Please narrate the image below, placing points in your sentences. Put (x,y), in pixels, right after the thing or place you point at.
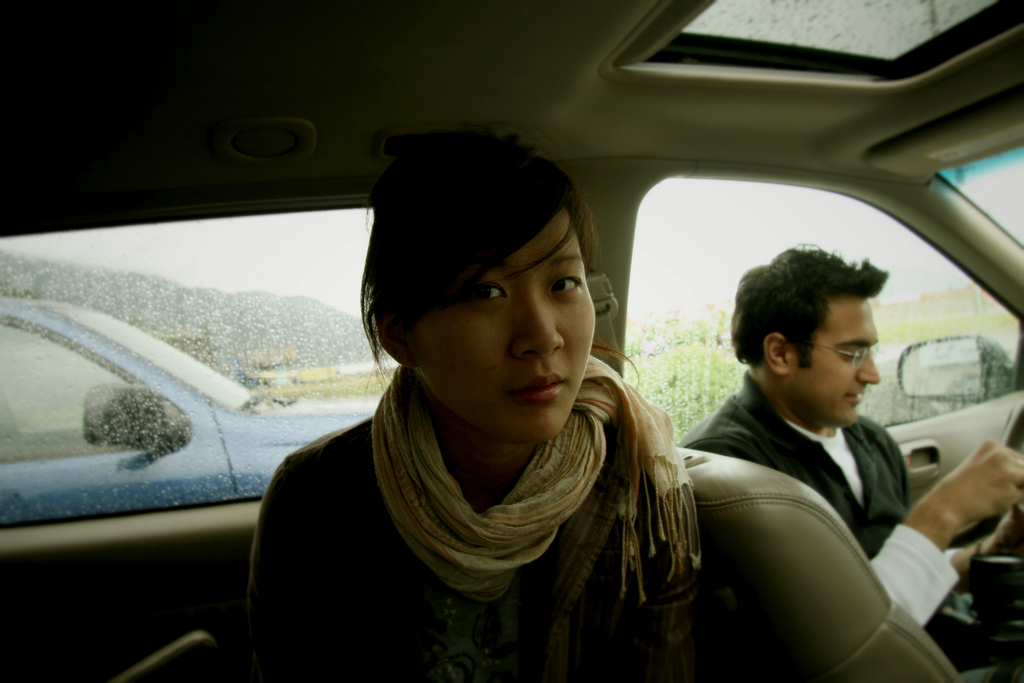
In the picture we can see a woman (568,353) sitting in a car (623,301) and a man (854,293) sitting on another seat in a car (187,141), a man (840,301) is wearing a black shirt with white in it, from the car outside we can see another car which is blue in color and we can also see some hills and grass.
